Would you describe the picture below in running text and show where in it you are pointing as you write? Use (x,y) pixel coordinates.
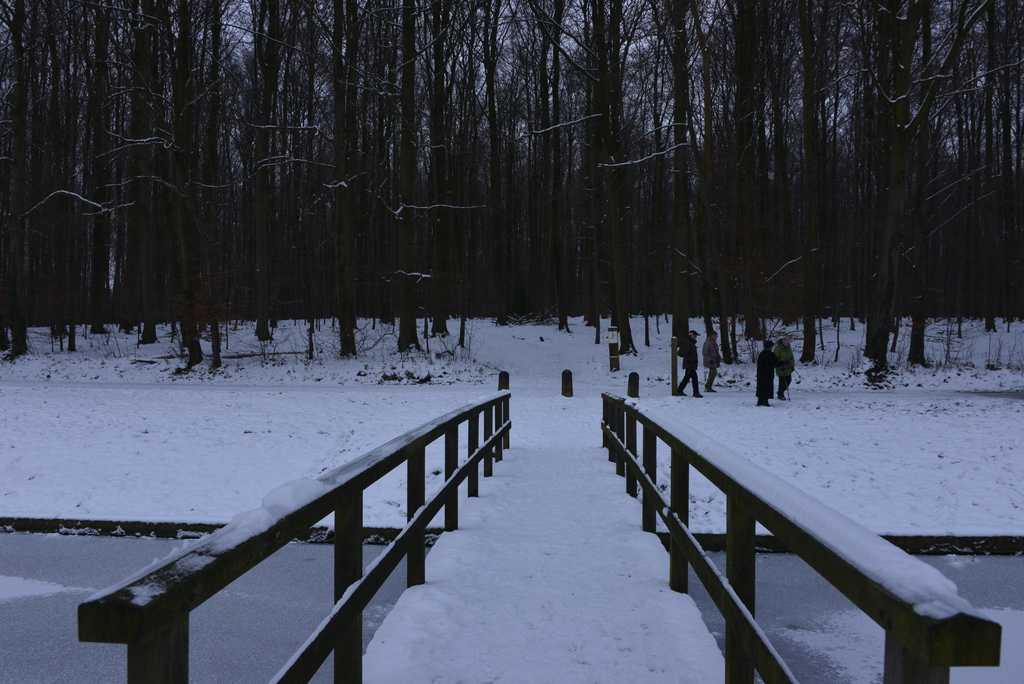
In this image I can see ground (364,450) full of snow (520,568) and in the background (704,318) I can see number of trees (648,283). I can also see railings (489,461) in the front (701,453) and on the right side of this image (780,374) I can see few people (773,387) are standing.
